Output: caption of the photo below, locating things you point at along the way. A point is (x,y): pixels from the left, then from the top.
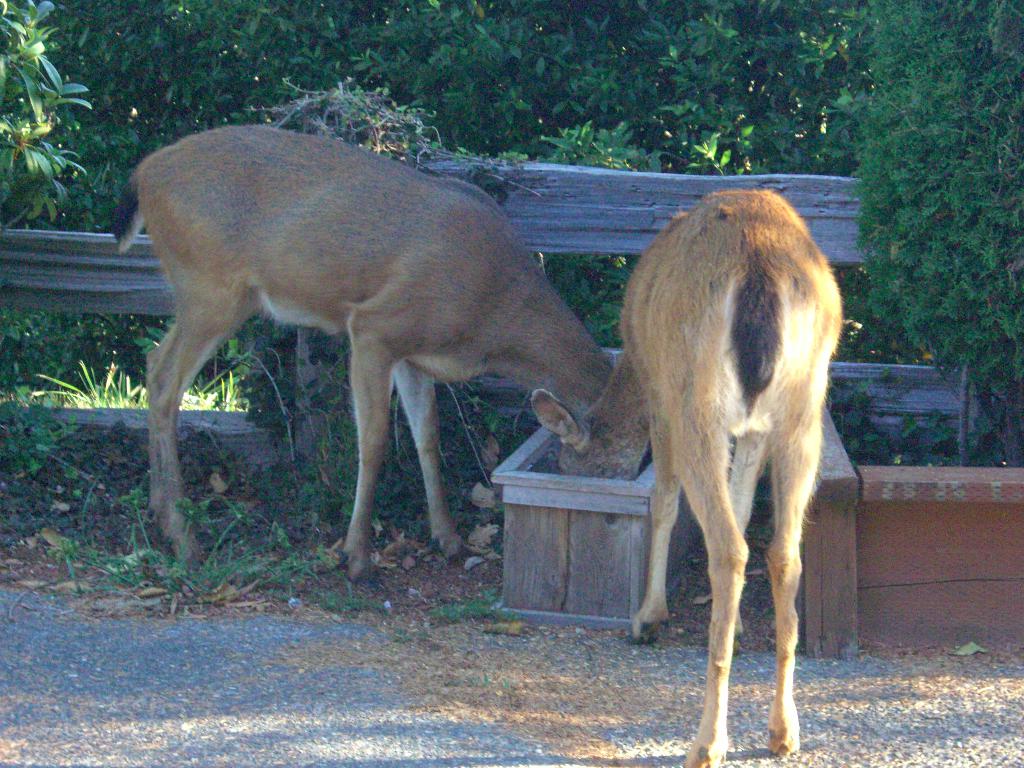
In the image there are two animals (676,484) eating something which is in the box (575,506). Behind them there is a wooden fencing (602,216). In the background (20,319) there are trees (967,175).
